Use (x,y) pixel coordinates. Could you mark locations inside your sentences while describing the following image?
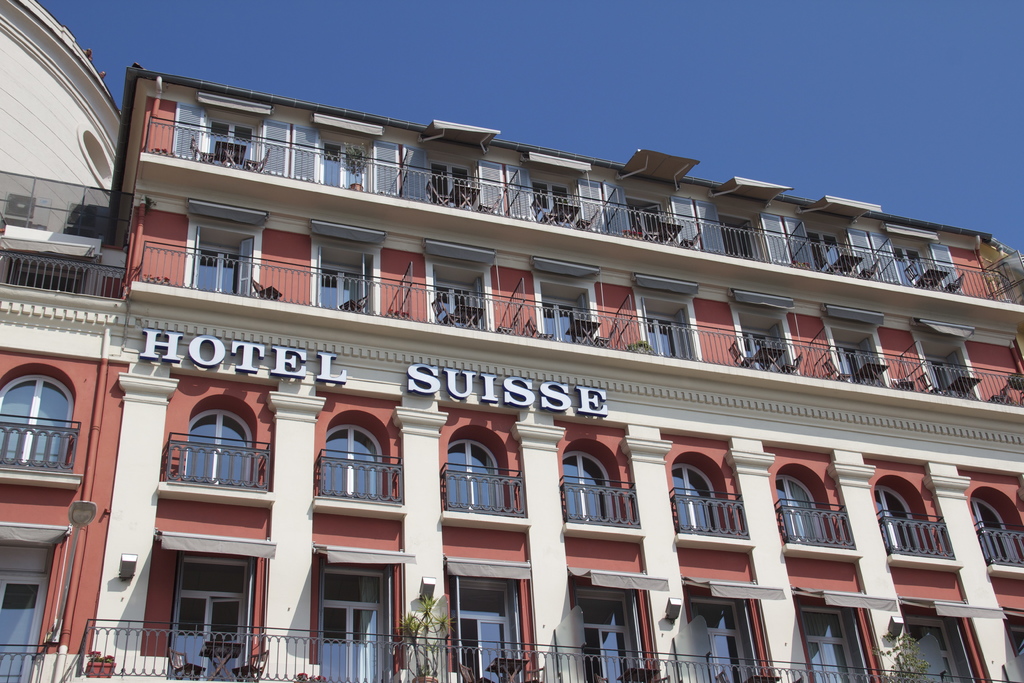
In this image, we can see building (424,513), walls (206,398), railings (853,349), glass windows (217,597), tables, chairs (911,382), plants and pipes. Here we can see some text (325,366) on the wall (376,371). Top of the image (699,94), there is the sky (680,32).
